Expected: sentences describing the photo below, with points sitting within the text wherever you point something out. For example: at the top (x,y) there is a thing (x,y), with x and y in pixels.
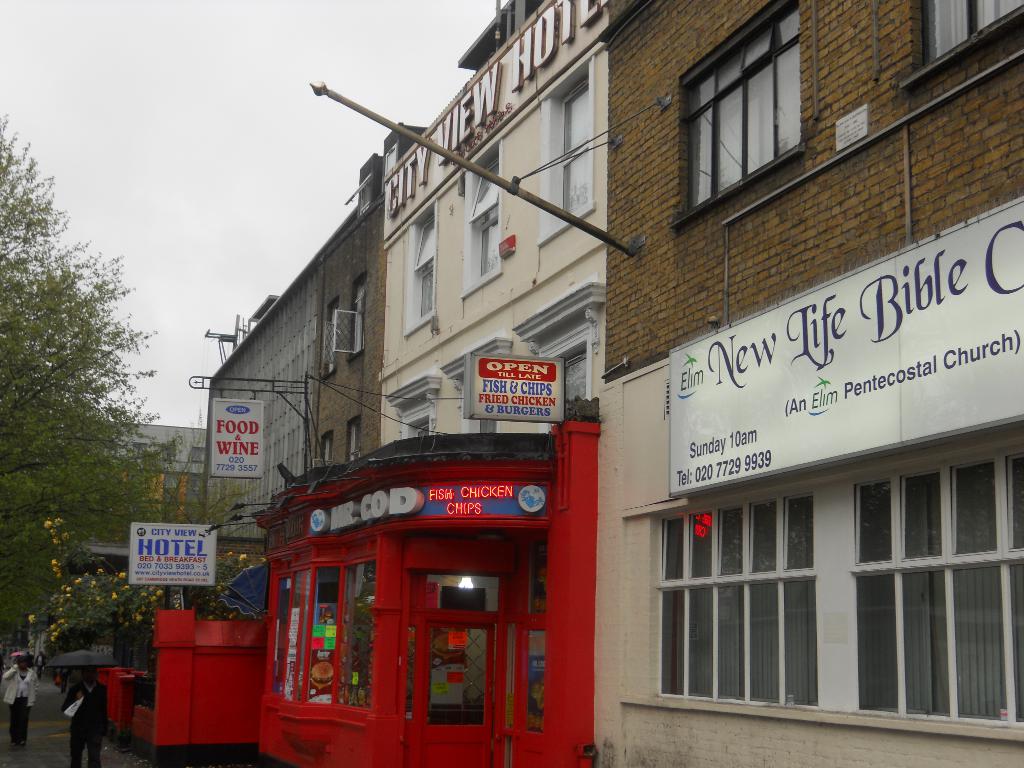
On the left side (124,511) there are few persons (20,744) walking on the road (117,754) and among them a man (97,736) is holding an umbrella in his hand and there are trees (3,442) and plants (218,581) with flowers (117,617). In the background (356,501) there are buildings (312,472), hoardings (151,541), windows (414,287), poles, name boards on the wall (373,429), doors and clouds (209,134) in the sky (182,20). Through the glass doors (437,754) we can see lights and objects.
